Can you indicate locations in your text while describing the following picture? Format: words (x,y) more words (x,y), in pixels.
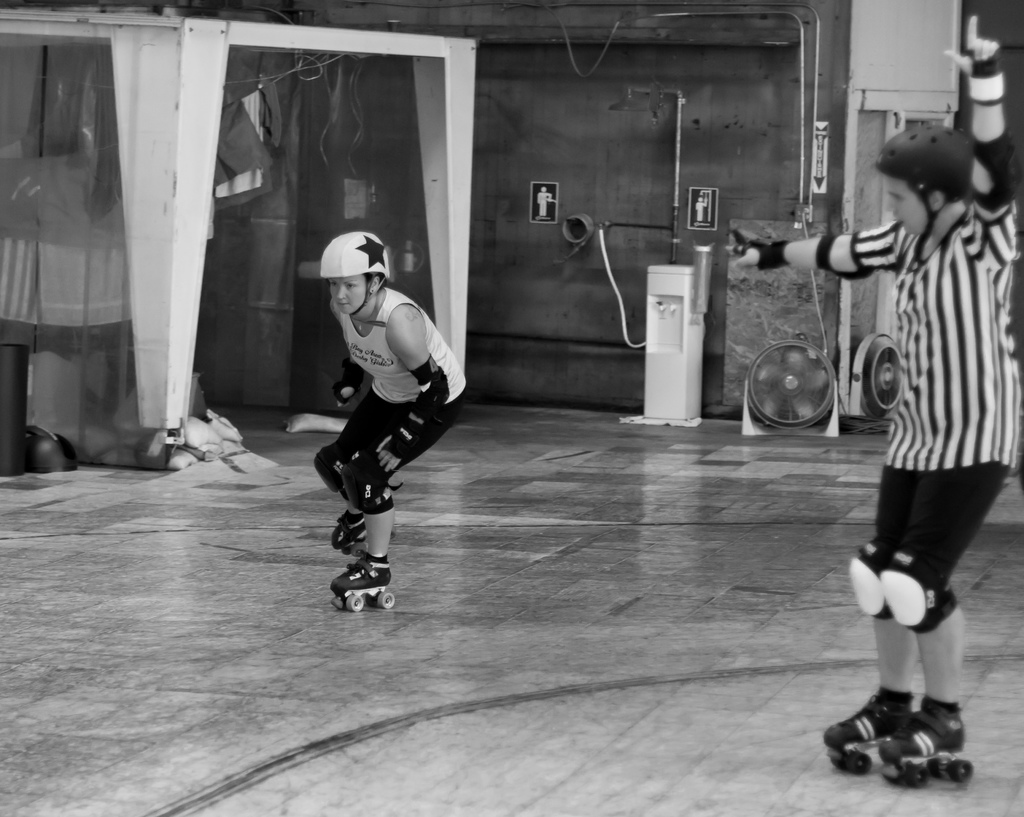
In this image we can see black and white picture of two persons (418,419) wearing helmets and skates (951,728) are standing on the floor (576,760). In the background (798,392), we can see two table fans (853,384), machine (661,364) placed on the ground (694,441), some sign boards (556,220), pipes (803,68), some clothes (25,221) on a rope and a shed (296,159).
